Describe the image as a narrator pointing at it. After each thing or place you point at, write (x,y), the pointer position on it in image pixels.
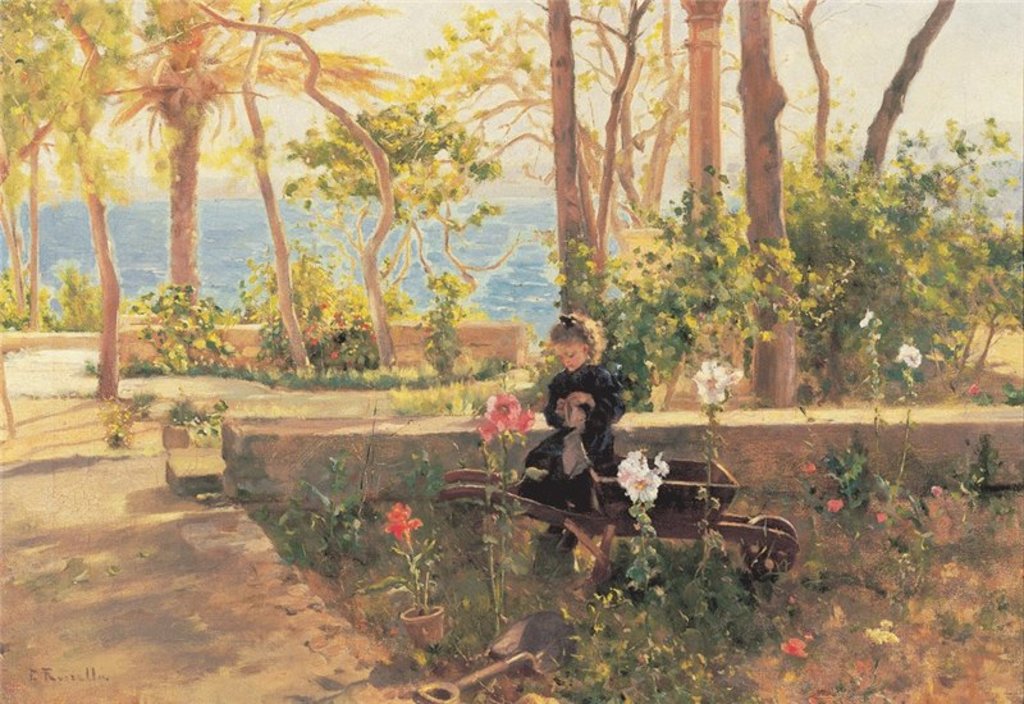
In this picture we can see a painting (102,554), here we can see a path (166,568), beside this path (225,643) we can see a house plant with flower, plants (369,516) with flowers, cart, girl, walls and some objects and in the background (532,277) we can see water (422,284), trees (372,288), sky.
